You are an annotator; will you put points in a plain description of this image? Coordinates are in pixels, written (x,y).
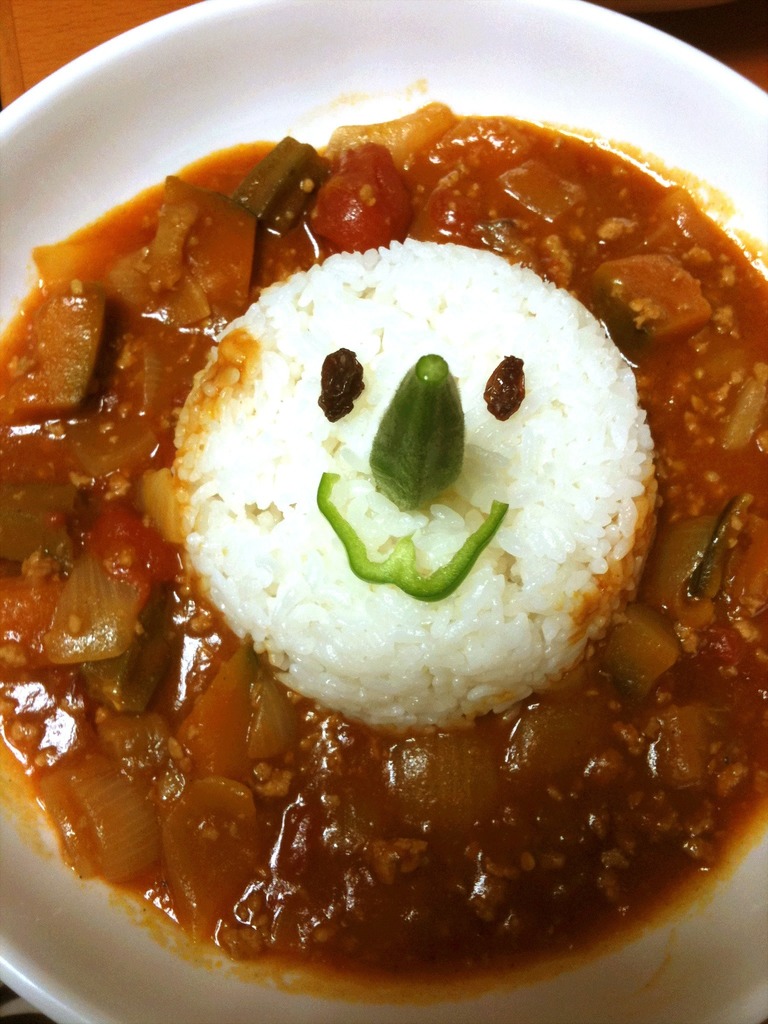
In this image we can see food item (272,624) including rice (247,604) and some vegetable (125,636) is decorated in white color container (615,93).
